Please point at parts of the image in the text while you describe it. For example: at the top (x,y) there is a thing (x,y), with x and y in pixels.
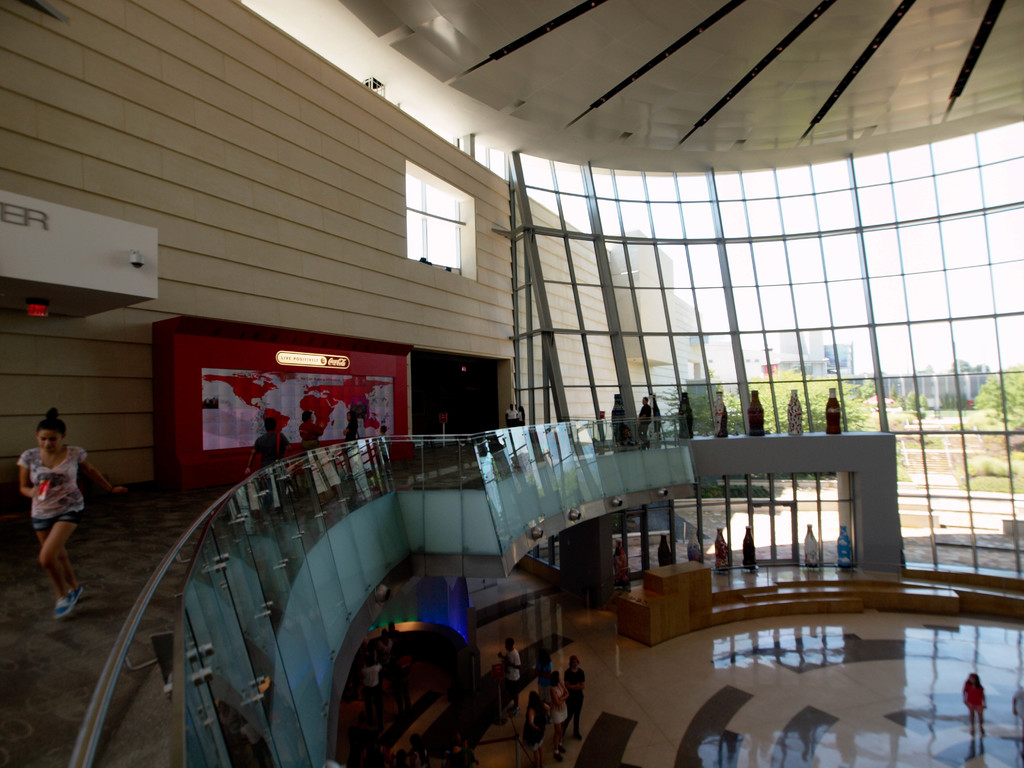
This is an inside view of a building (429,748). At the bottom of the image (573,686) I can see few people (571,706) standing on the floor (711,736). On the left side (56,496) there is a woman (62,539) is running, beside her I can see the railing (197,565) which is made up of glass (296,519). On the top (197,158) I can see the wall (218,182). In the background (869,240) there is a window (555,277) which is made up of glass (772,309) through which we can see the outside view. In the outside there are some trees (818,385) and buildings (942,376).
